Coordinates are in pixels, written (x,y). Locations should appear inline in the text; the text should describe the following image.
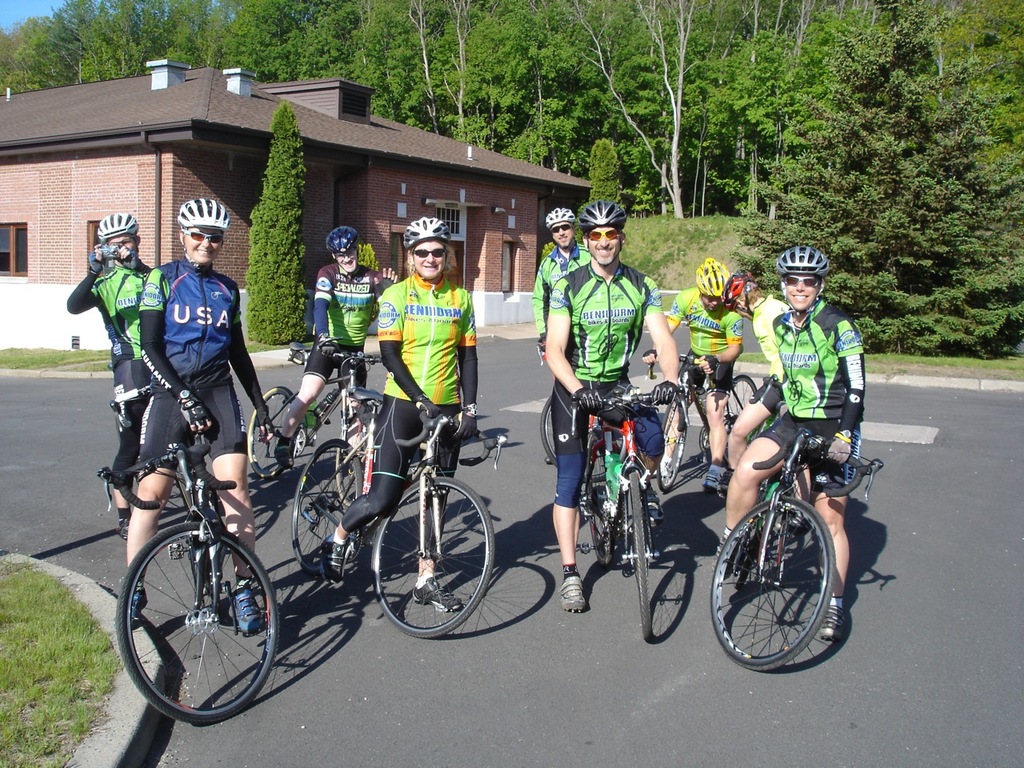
In this image we can see these people (217,396) wearing helmets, glasses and shoes (140,602) are riding bicycles (460,575) on the road (902,605). Here we can see the grass (63,701), house (115,117) and trees (424,22) in the background (676,217).
